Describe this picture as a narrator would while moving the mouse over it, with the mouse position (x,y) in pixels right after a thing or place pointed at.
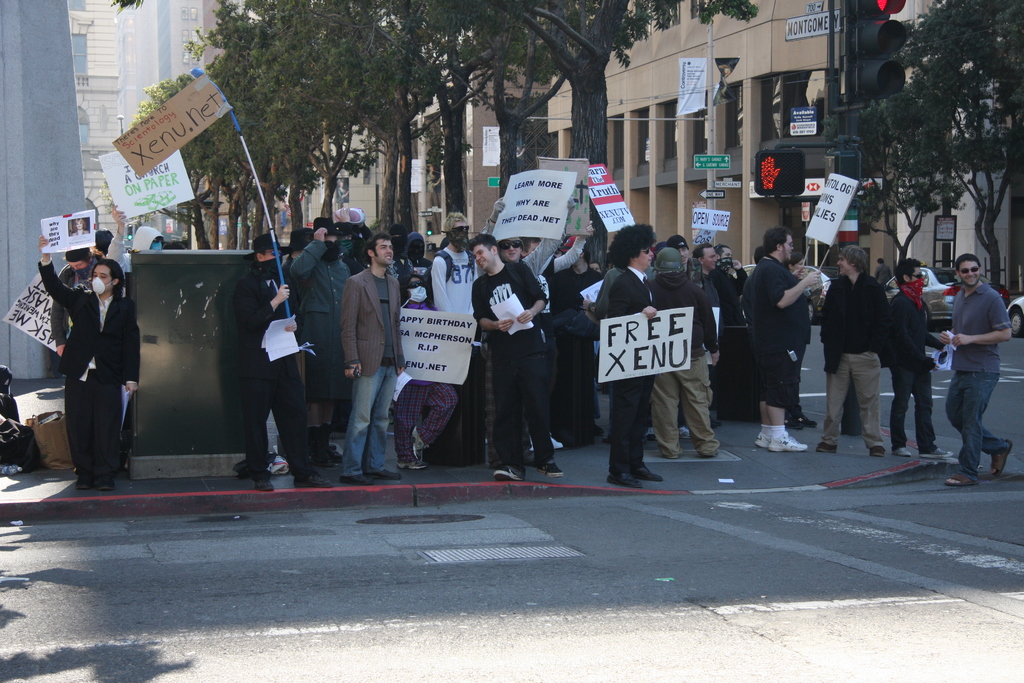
In this picture I can see there are few people (639,386) standing and they are holding boards (445,366) and wearing masks (95,283). In the backdrop (341,181) I can see there are buildings (115,49).
